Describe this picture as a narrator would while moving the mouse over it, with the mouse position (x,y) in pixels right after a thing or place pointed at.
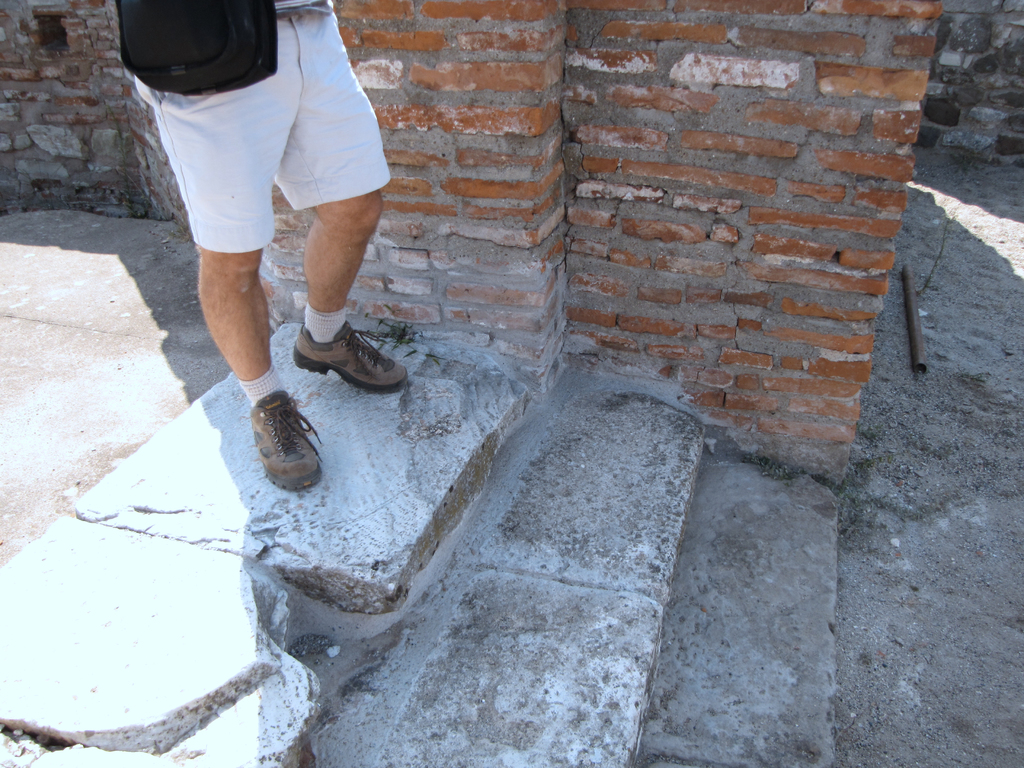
In the image we can see a person (165,124) standing, wearing clothes (253,177), socks (253,390) and shoes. This is a brick wall (505,236), stairs (525,517), pole (911,326) and a footpath (89,363).
